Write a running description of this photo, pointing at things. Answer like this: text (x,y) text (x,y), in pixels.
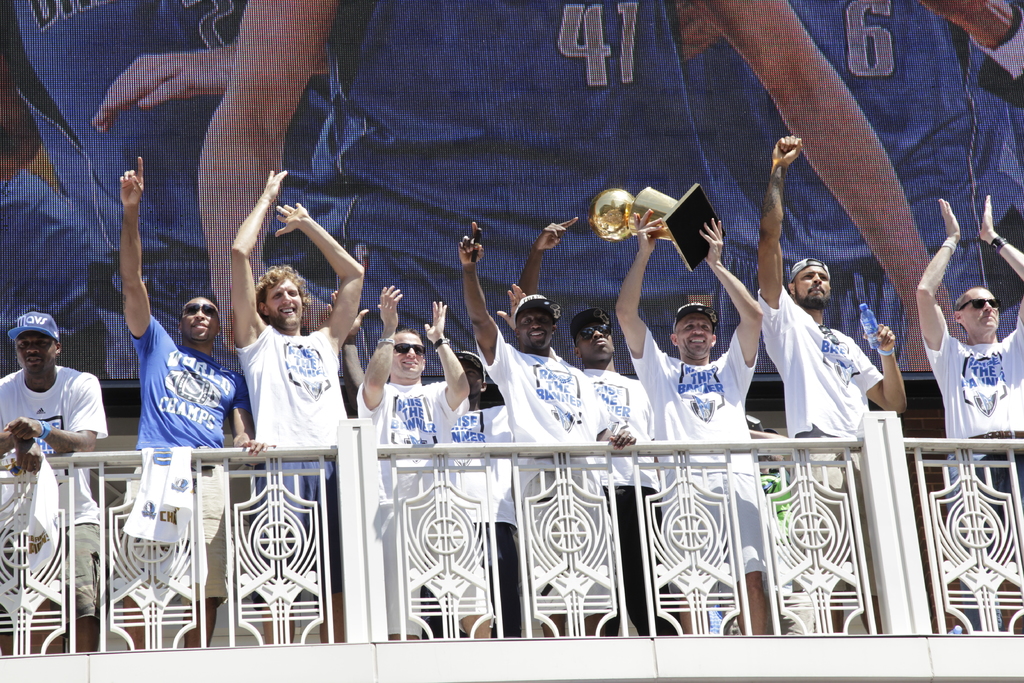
In the middle of the image (426,410) a group of people (483,344) are standing. At the top of the image (419,103) screen (413,101) is present. At the bottom of the image (475,570) we can see the towels (183,504), railing (295,541) are present. In the middle of the image (667,231) a trophy (667,231) is there.
